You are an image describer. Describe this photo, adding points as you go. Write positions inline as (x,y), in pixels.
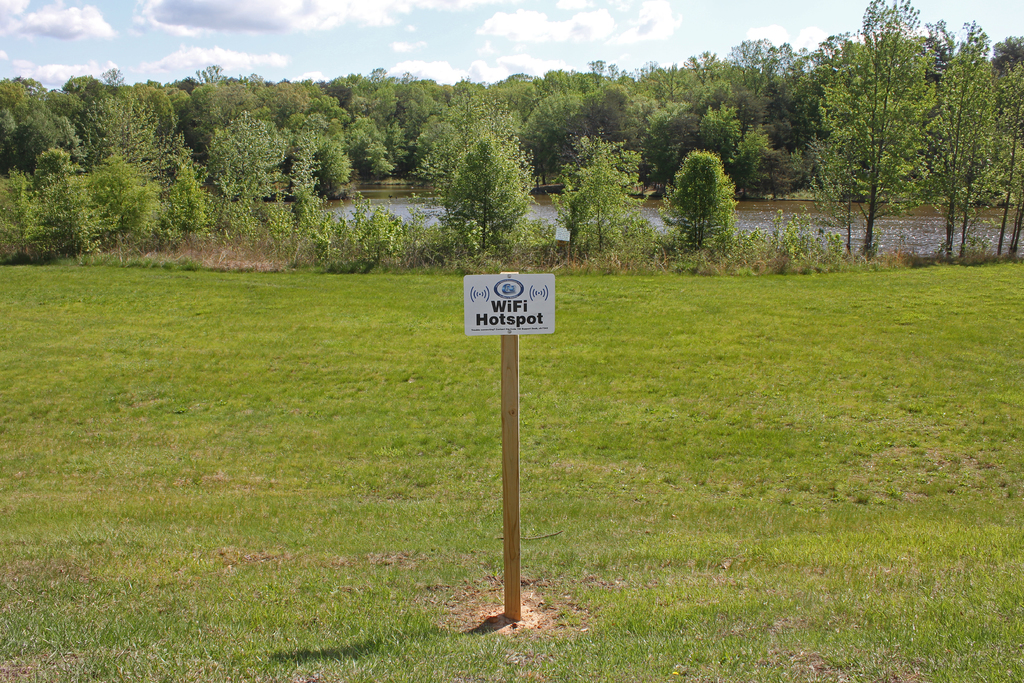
In this image I can see the white color board (523,302) to the pole (513,424). To the board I can see the name WiFi hot-spot (508,304) is written. In the back (272,132) there are many trees (44,129) and the water (659,227). I can also see the clouds (583,7) and the sky (356,74).
